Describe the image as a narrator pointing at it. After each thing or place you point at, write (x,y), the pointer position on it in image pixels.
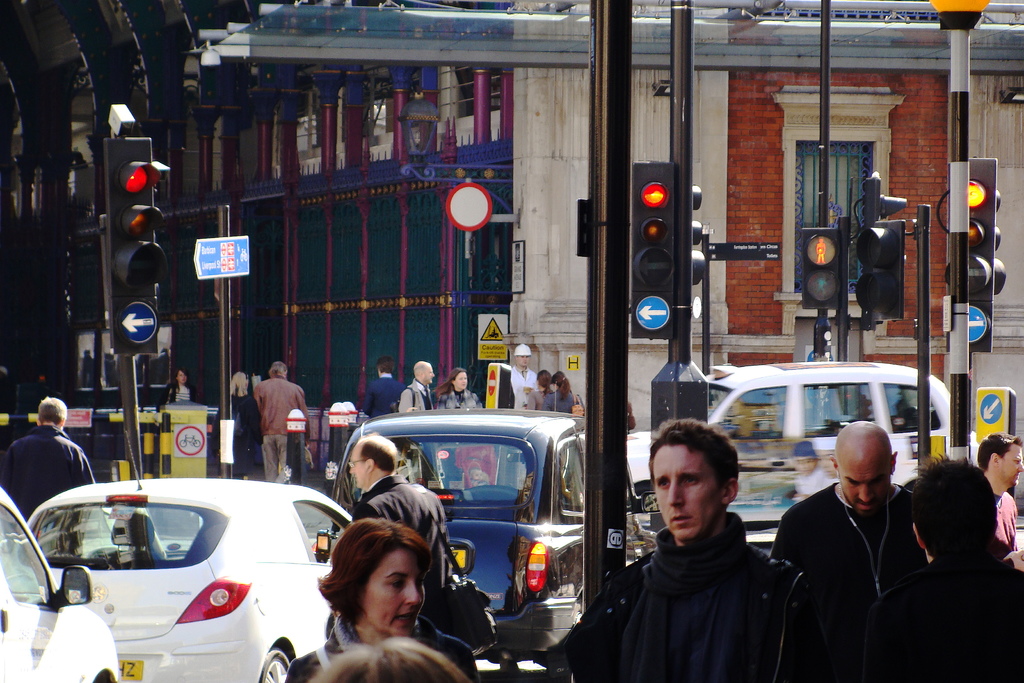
In this picture I can observe some people (413,634). There are poles (608,50) to which traffic signals (968,261) are fixed in this picture. I can observe some cars (224,501) moving on the road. In the background (132,70) there is a building (319,235).
